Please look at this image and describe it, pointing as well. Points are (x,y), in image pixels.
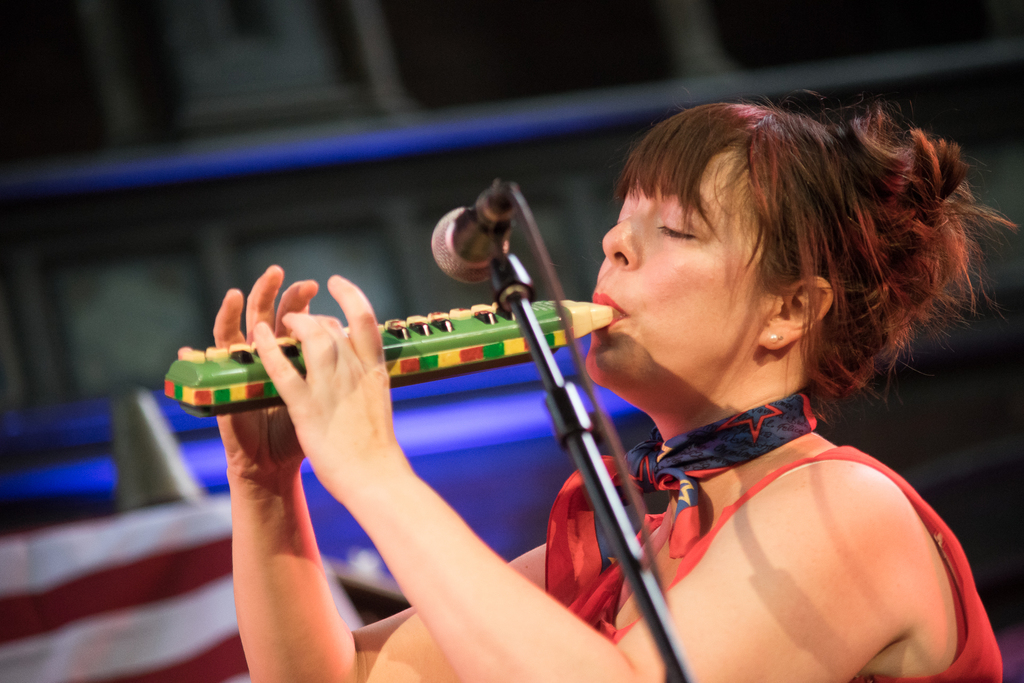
In this image, we can see a lady (884,561) playing musical instrument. We can also see a microphone (488,234) and the background (875,63) is blurred.
